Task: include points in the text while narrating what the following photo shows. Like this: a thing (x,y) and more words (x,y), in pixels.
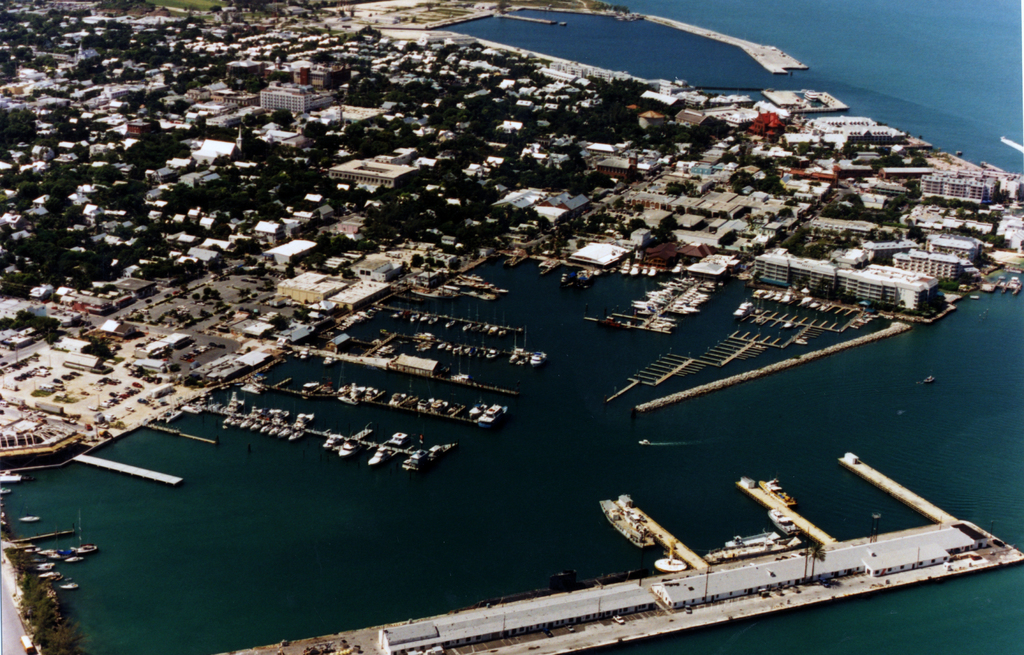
In this picture there is a top view of the city (289,221) full with many buildings (156,194) and seawater (554,483). In the front (682,610) bottom side we can see the harbor stop (743,582) with some ships (621,527).
